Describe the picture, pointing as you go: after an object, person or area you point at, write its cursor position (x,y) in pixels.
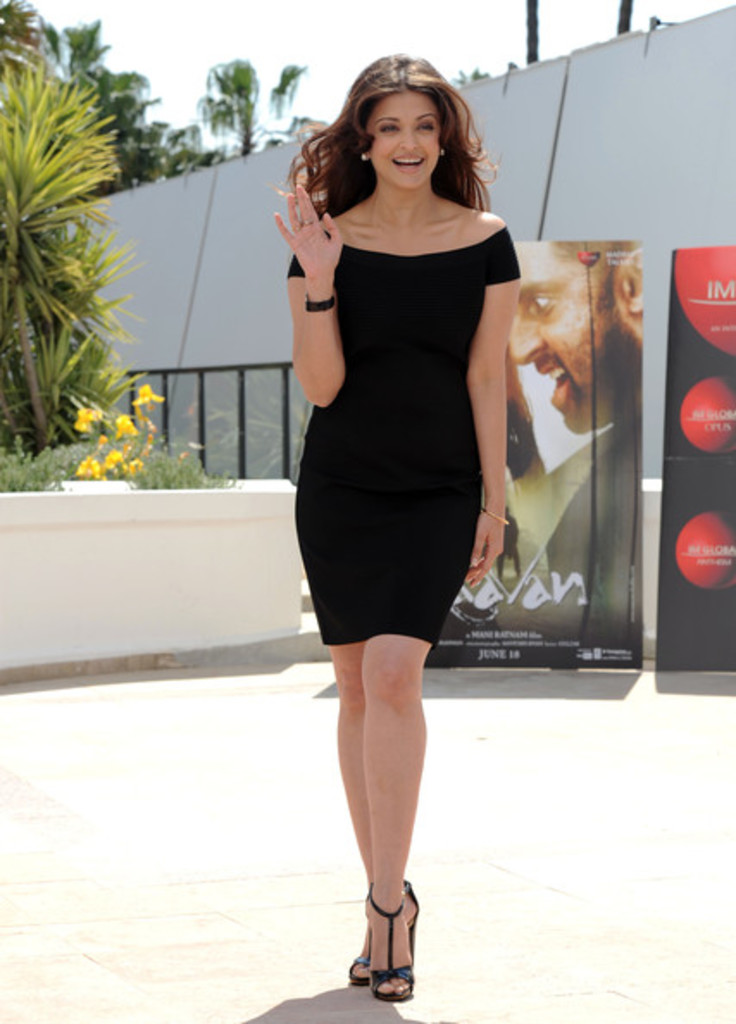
In the center of the image (381,619), we can see a lady (381,619) standing and in the background (556,268), there are boards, trees (73,361), plants (67,403) and a railing (246,393).
